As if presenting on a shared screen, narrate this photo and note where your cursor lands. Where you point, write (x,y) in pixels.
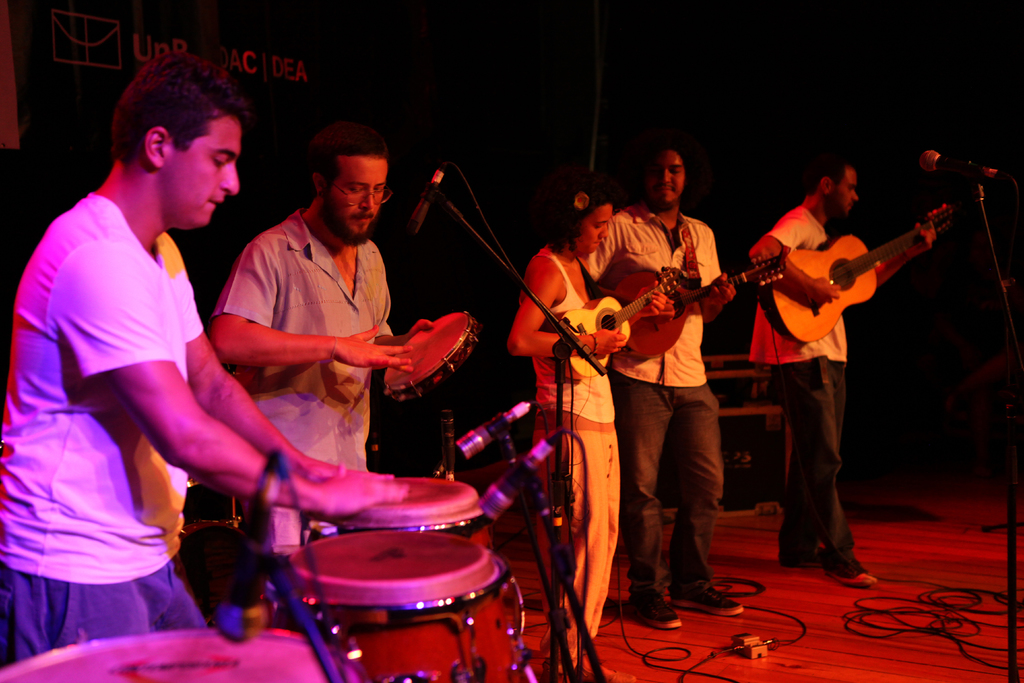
It looks like a musical band (144,435). Here a person (144,435) on the left side (207,448) corner is wearing a white shirt (82,553) and he is playing drums (443,599). And there are mics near the drums (471,577) and there are so many wires (929,634) on the floor (773,571). Here on the right side (819,284) corner a person (843,202) is playing guitar (839,305), he is with white shirt (839,338) and black pant (838,434). Beside him a person (670,363) is standing, and he is playing some musical instrument (665,317), he is also wearing a white shirt (676,382) and black pant (648,484). Beside that person (645,452) there is a girl (589,389) she is wearing white shirt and light colored bottom (600,516). She is also playing guitar (592,330). and here this person (370,321) is playing some musical instrument (421,331) here also he has mic (432,179) in front of him. This looks like a concert.
